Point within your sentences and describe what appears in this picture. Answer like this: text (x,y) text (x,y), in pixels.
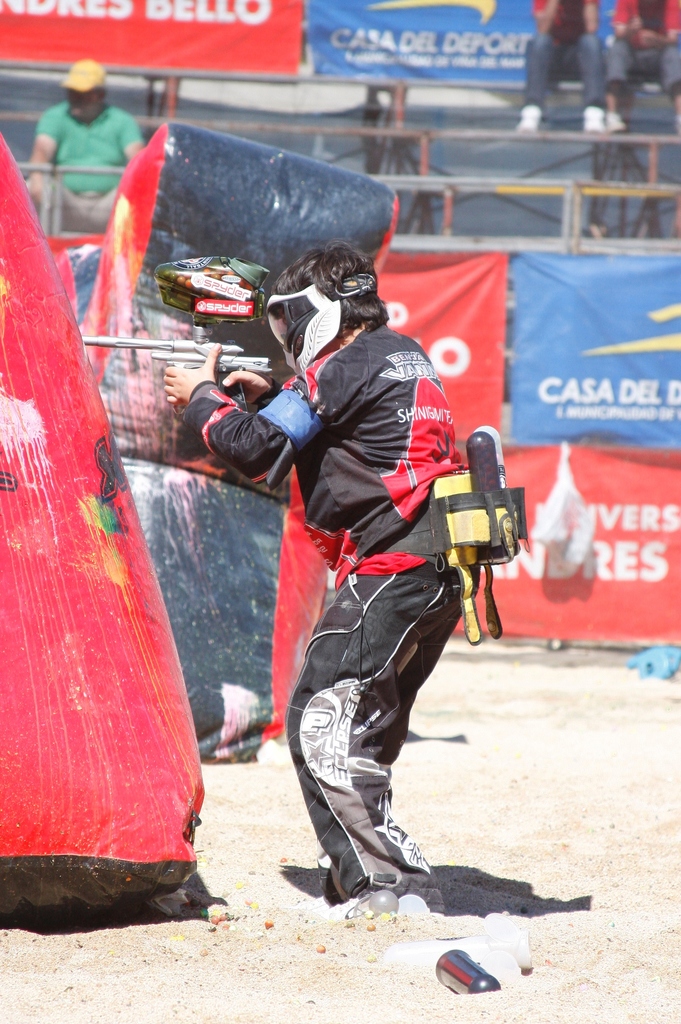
In the image in the center (363,553), we can see one person (453,619) standing and holding a gun (200,354). And he is wearing a helmet (290,342) and some object (439,512). In the background (375,266), we can see one plastic cover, banners (595,281), few people (616,87) are sitting and one person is wearing a cap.
